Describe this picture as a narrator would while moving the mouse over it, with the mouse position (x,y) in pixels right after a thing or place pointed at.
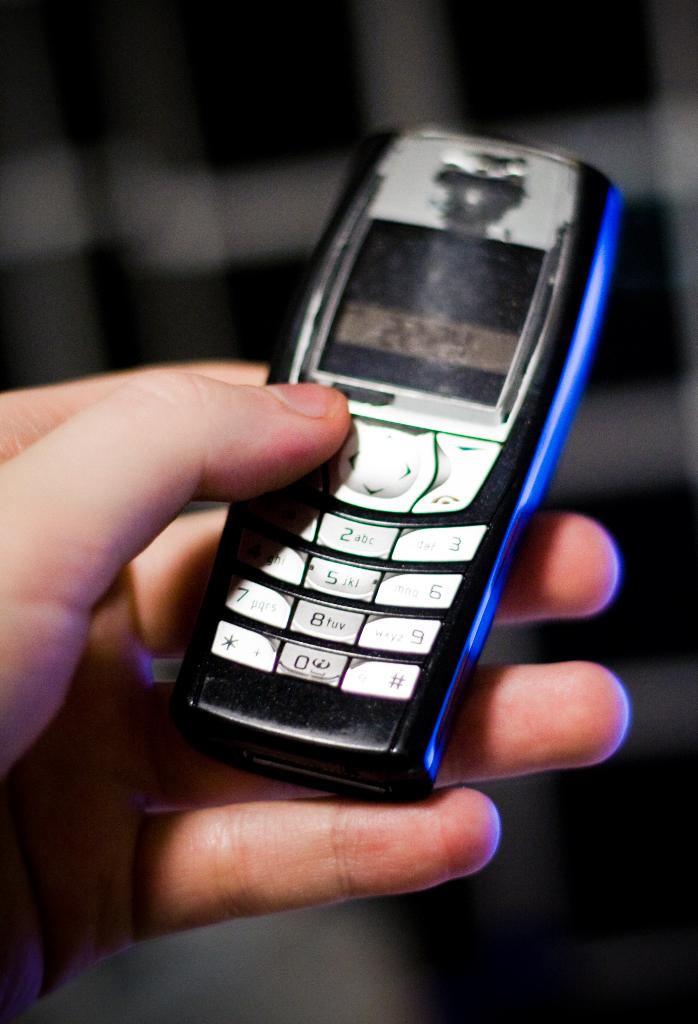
In this image I can see the person (321,440) is holding the mobile phone (378,356). Background (290,226) is in white and black color.
